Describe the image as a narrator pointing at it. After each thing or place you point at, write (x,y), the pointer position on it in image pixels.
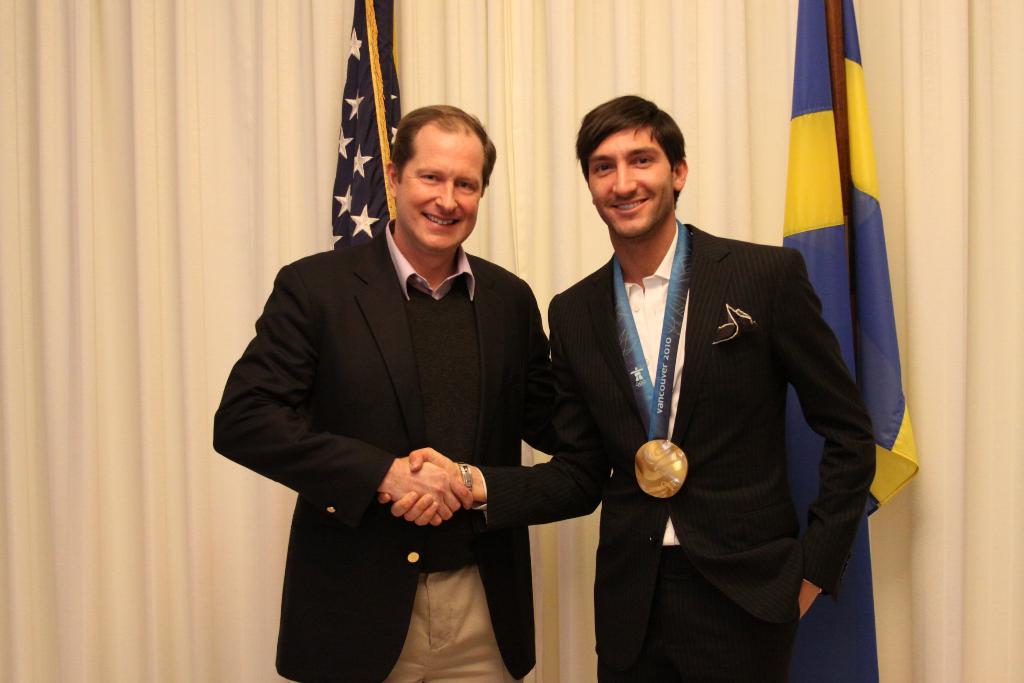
In the image I can see two men (534,391) are standing and giving shake hands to each other. These men (510,404) are wearing black color coats (553,398) and smiling. In the background (190,278) I can see white color curtains (177,198) and flags (852,34).
